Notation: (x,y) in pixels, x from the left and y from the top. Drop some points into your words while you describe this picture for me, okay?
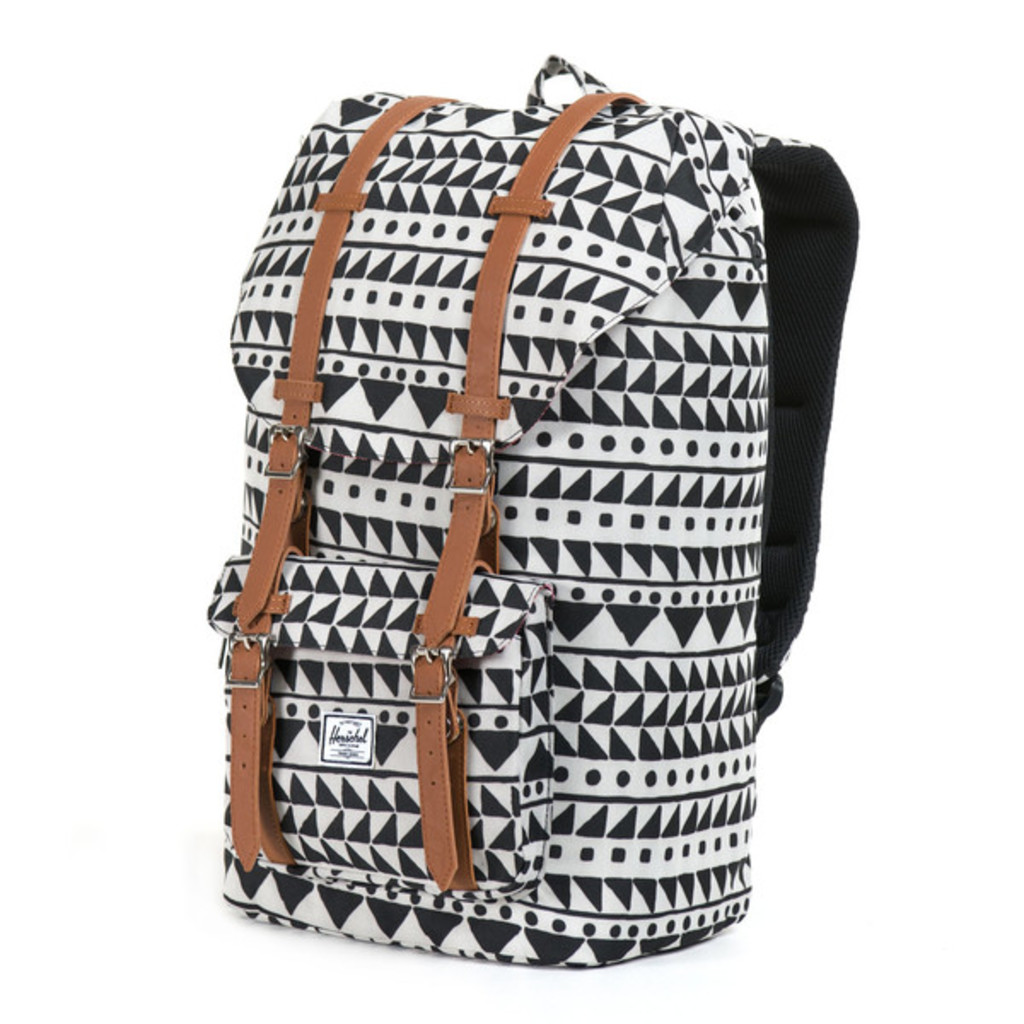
In the image there is a bag (683,739) in which it is a combination of black and white color and it is also having brown color strips (495,294).
